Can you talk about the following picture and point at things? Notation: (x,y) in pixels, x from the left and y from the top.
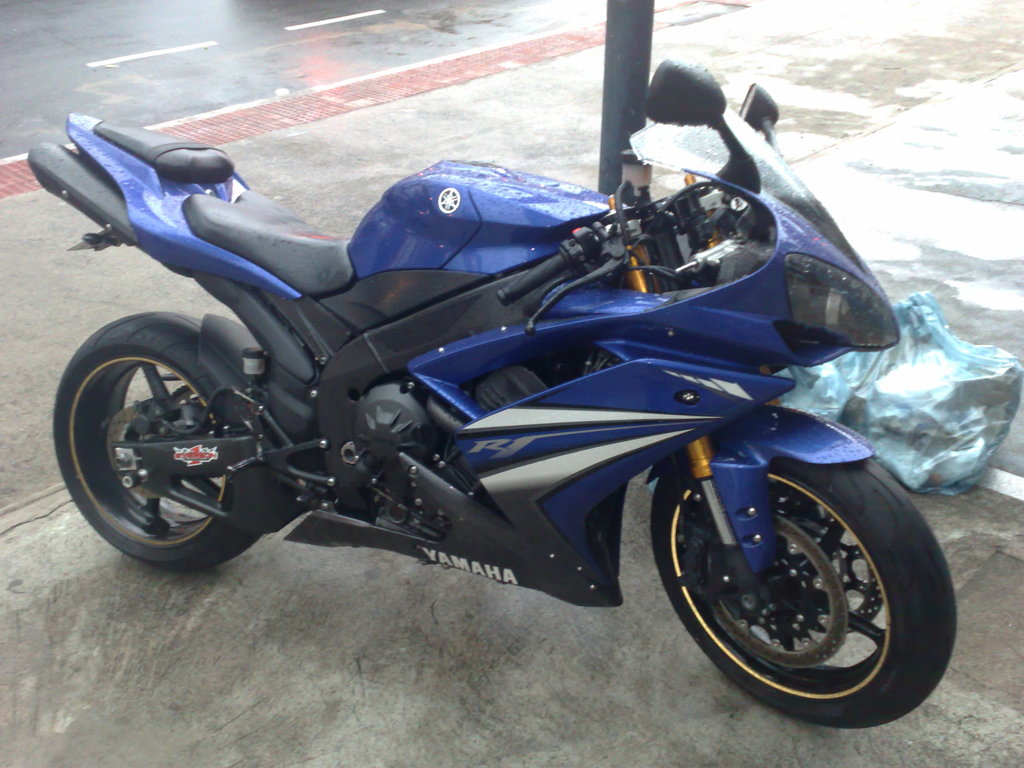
In this image we can see a blue color motorbike (555,363) parked on the path (610,685). In the background (523,31) we can see a pole (612,5) and also road (186,43).
